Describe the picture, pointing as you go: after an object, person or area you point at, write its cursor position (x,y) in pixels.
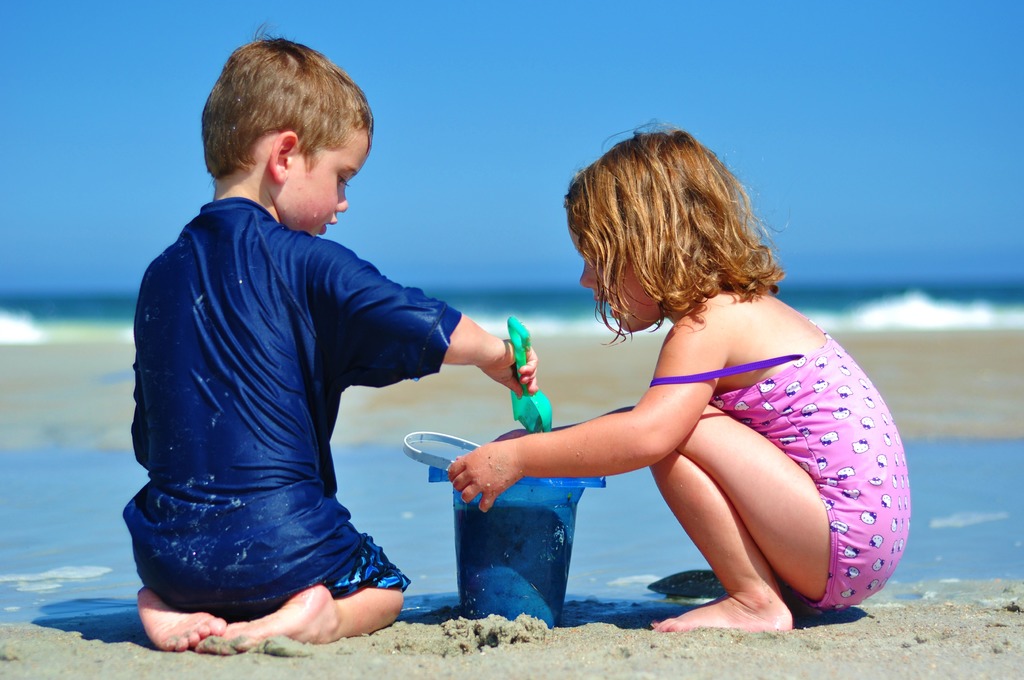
In the picture we can see a girl (786,416) and a boy (217,528) sitting on the sand surface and playing and the boy (236,530) is wearing blue T-shirt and girl (799,420) is wearing a pink dress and in the background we can see a sand surface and behind it we can see water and sky (455,66).
